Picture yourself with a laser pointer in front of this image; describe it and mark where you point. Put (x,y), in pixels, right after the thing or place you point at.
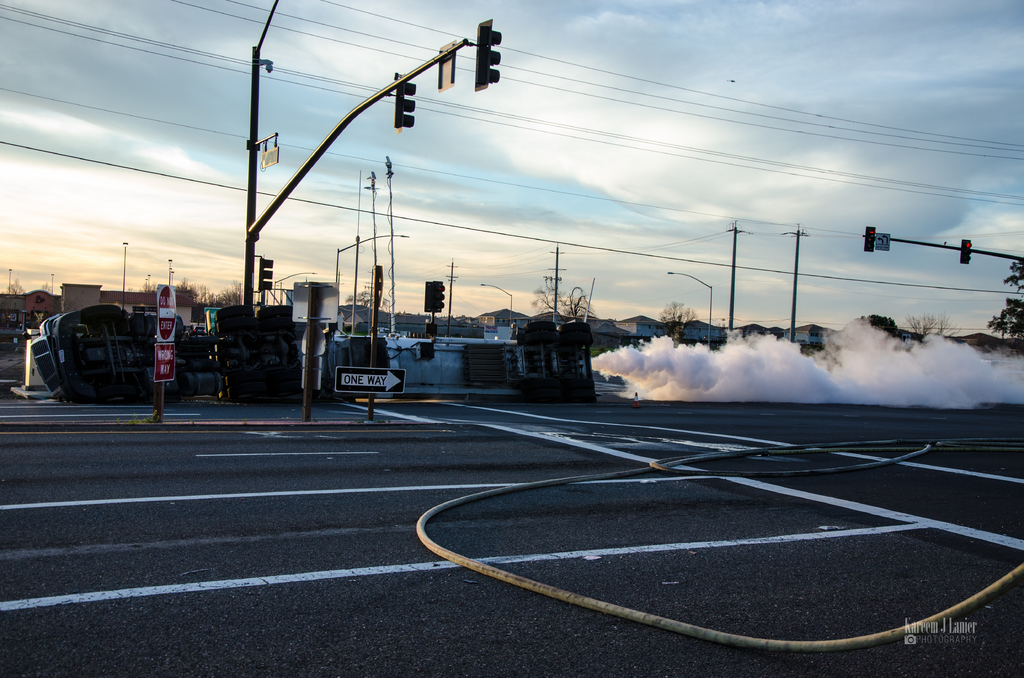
In this image we can see motor vehicles (532,324), road (731,533), pipeline (693,466) on the road (631,462), sign boards (337,368), traffic poles (305,167), traffic signals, electric poles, electric cables (694,240), street poles (710,294), street lights (700,280), trees (553,309) and sky (602,163) with clouds (662,168).
